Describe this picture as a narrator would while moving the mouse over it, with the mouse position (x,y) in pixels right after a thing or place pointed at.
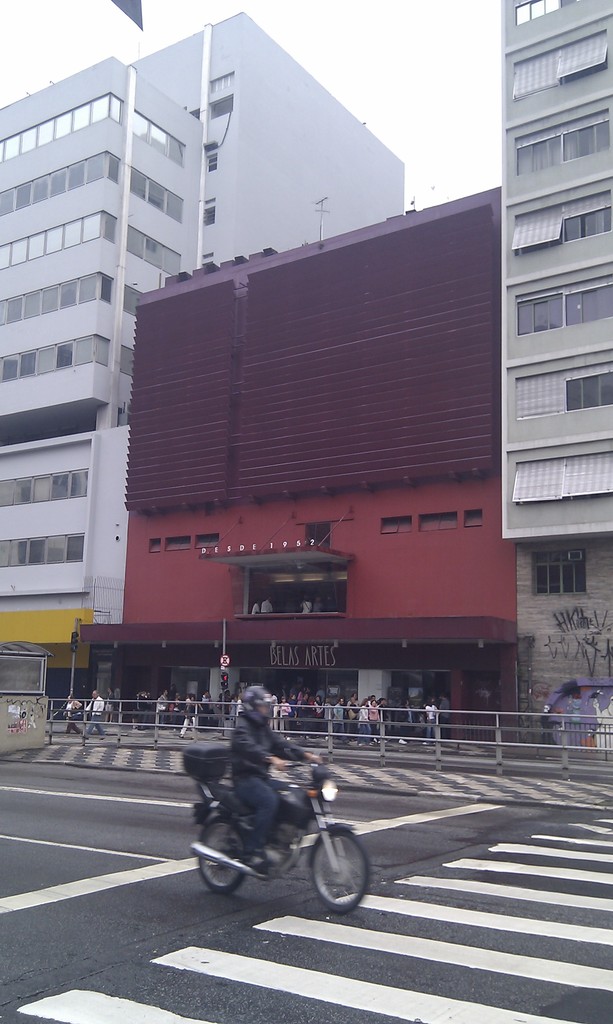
In this image we can see the buildings (328,347). We can also see the barrier (546,714) and also people (433,735) walking on the path (350,742). Sky (384,53) is also visible and at the bottom (254,808) we can see a person (256,784) riding the motorbike (276,863) on the road (262,940).
